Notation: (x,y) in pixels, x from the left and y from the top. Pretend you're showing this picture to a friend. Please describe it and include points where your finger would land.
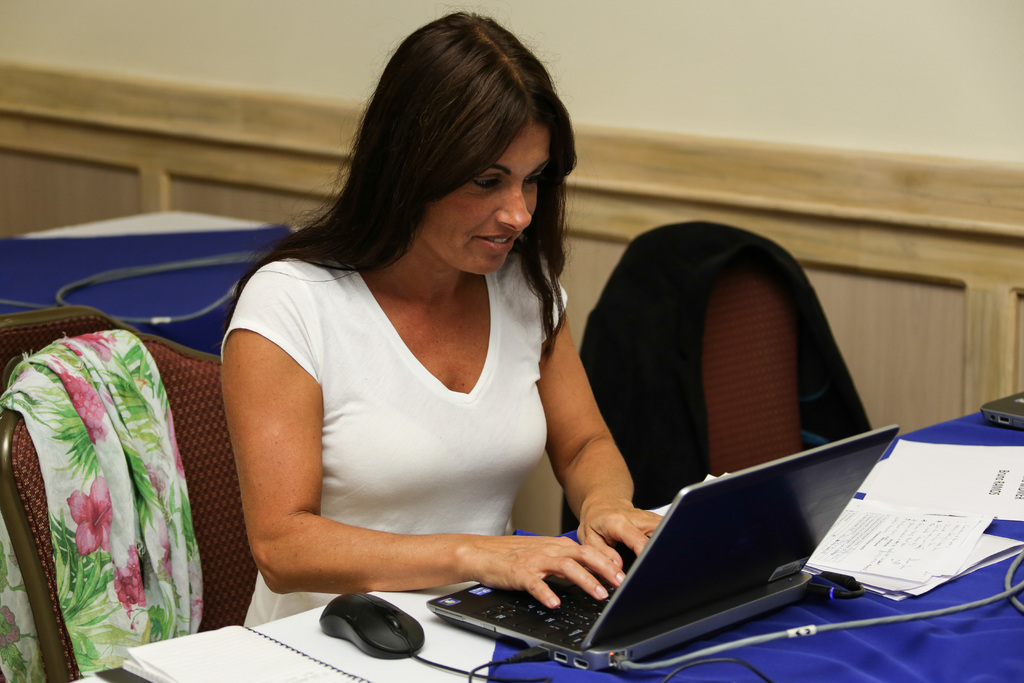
In the image there is a woman (402,258) in white t-shirt (464,507) sitting in front of table (901,637) with laptop (594,649), mouse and books (293,646) on it and there is a cloth (116,394) on the chair (15,342) and beside her its a wall (606,149).
